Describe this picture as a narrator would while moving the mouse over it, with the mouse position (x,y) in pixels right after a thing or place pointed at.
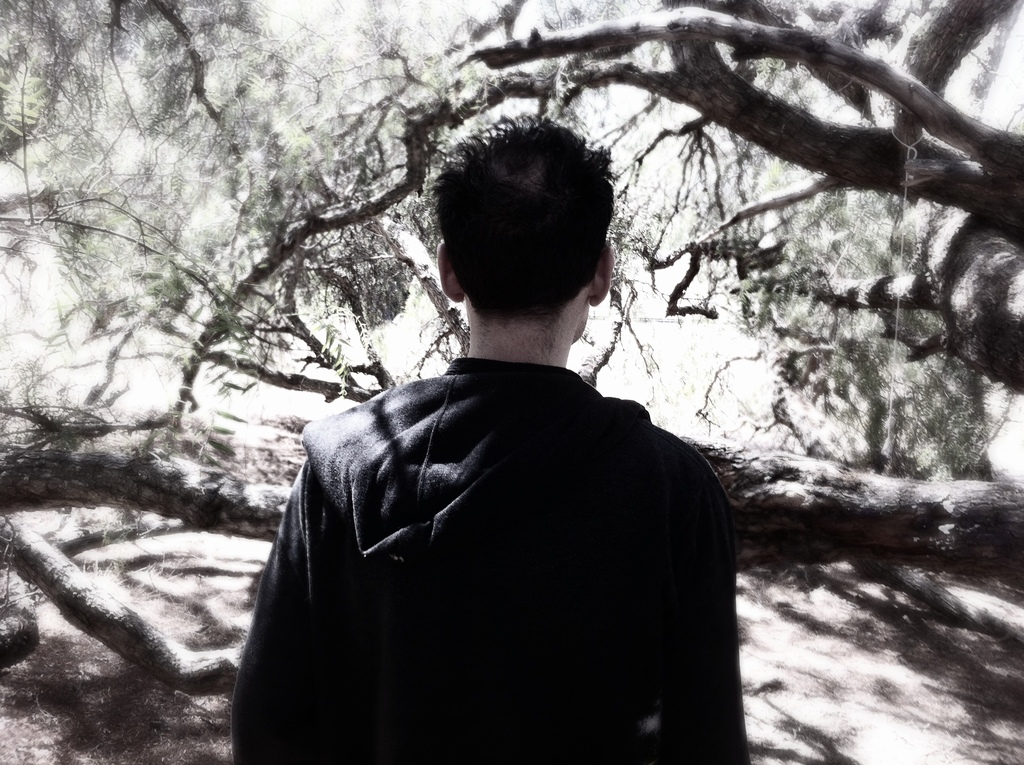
In this image, we can see a person (410,657). We can see the ground (964,739) and some trees (185,253).
